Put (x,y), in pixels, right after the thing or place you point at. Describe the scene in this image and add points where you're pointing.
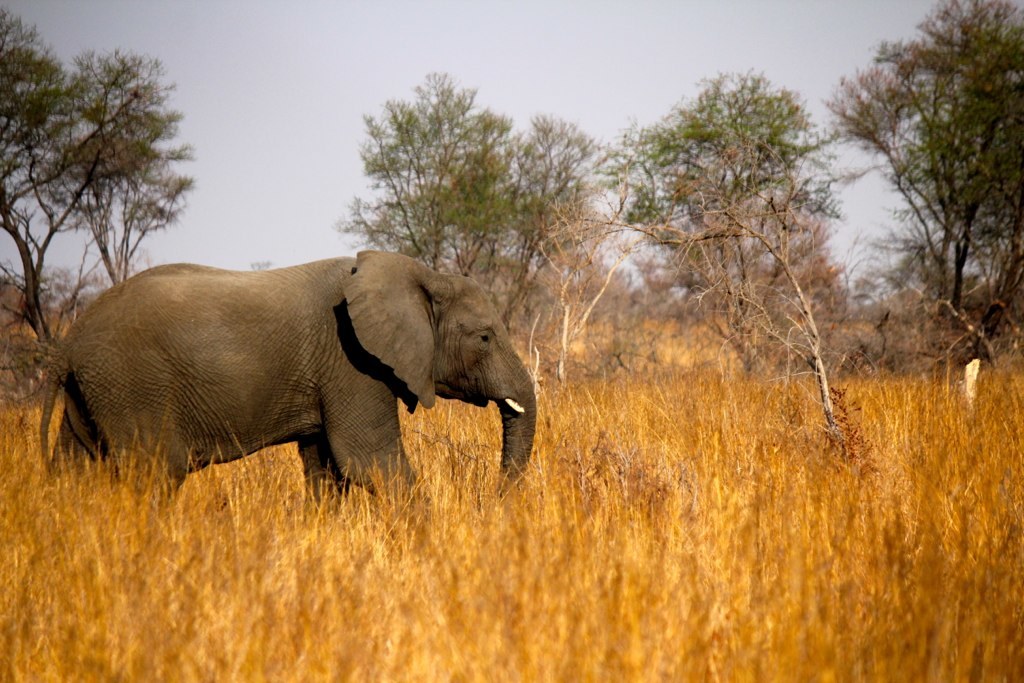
As we can see elephant (273,347). The grass (671,483) which is in golden color, Trees (501,174) and the sky (373,46).
